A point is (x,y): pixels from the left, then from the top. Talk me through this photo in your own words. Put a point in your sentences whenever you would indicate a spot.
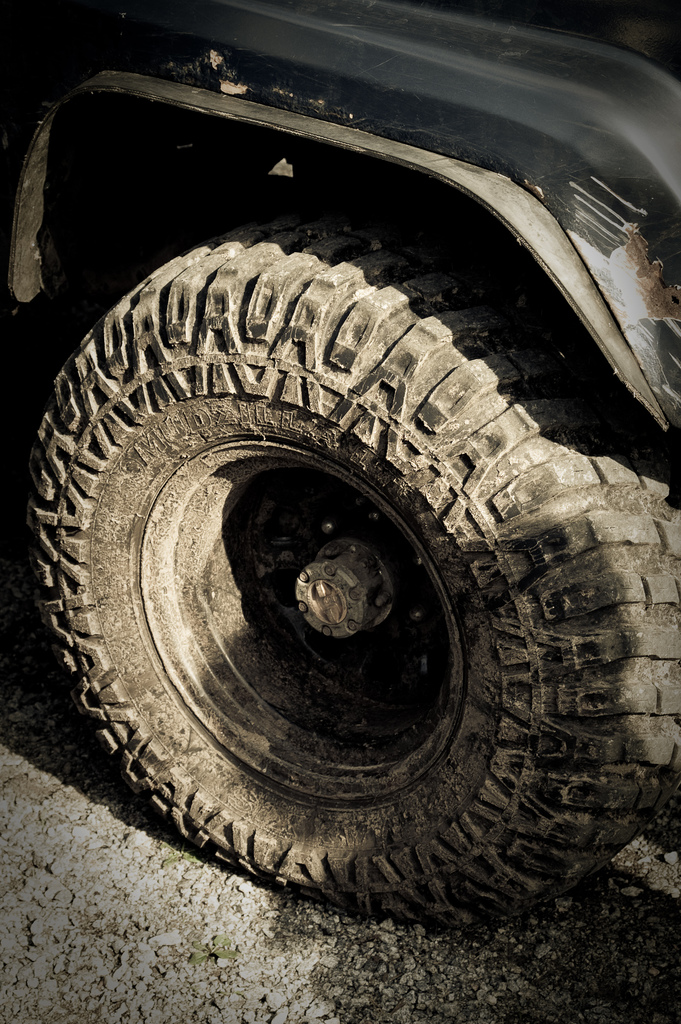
In this image in the foreground (129,476) there is one vehicle (270,84) and a tire (302,329), at the bottom (96,920) there is road (402,927).
